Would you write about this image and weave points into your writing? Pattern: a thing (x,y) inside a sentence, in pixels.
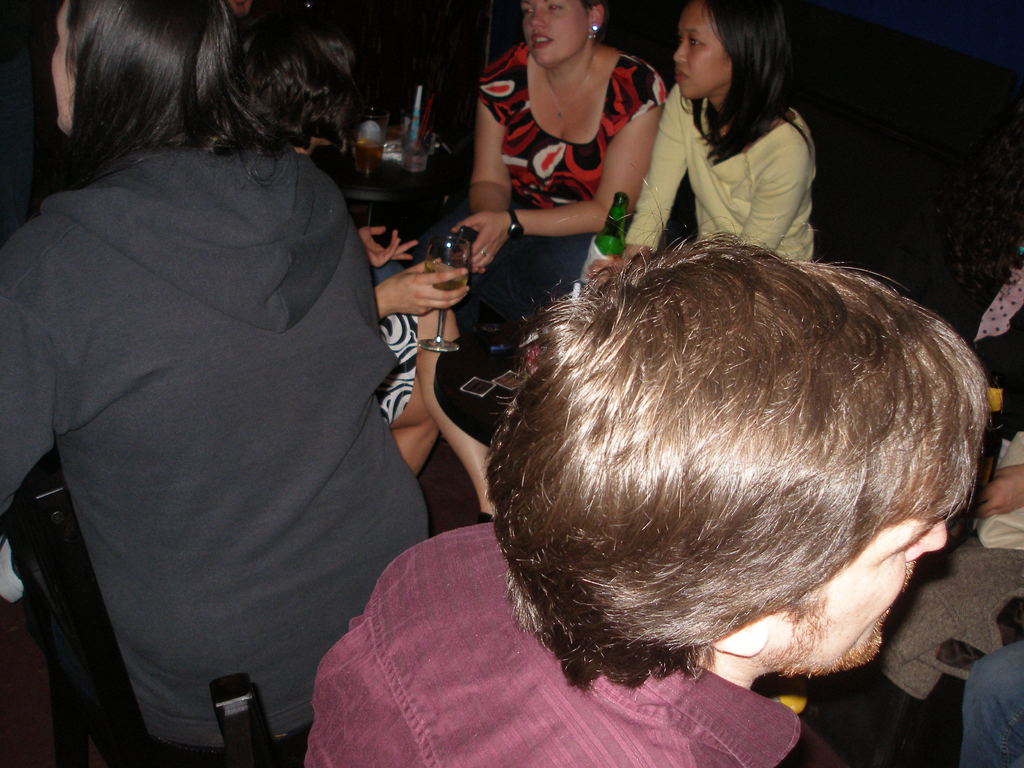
In this picture we see a bunch of people (877,305) partying. On the right side (750,86) we can see a lady (733,177) wearing a yellow shirt (777,163), with black hair (745,120) and with a bottle (618,206) in her hand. The lady (619,104) beside her is wearing a red T shirt (544,174) with a something in her hand (494,245) and at the leftmost side (228,402) there is a lady (134,319) wearing a black sweater (213,347). Here we have a man (723,513) with brown hair (753,374) wearing a maroon T-shirt (491,672).
